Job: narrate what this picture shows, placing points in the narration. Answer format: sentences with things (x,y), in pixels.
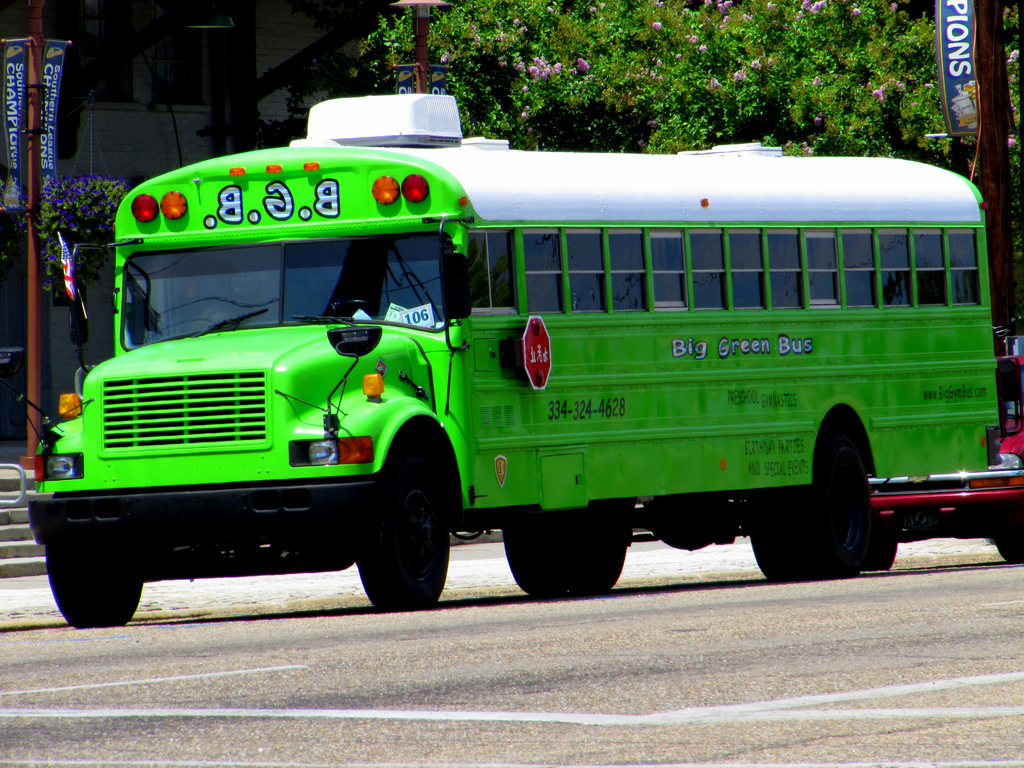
This picture shows bus (581,229) and a car (919,486) on the road (322,706). Bus (562,158) is green and white in color and we see a building (225,1) and a tree (733,128) and couple of banners (960,40) to the poles (988,23) and car (990,500) is red in color.
